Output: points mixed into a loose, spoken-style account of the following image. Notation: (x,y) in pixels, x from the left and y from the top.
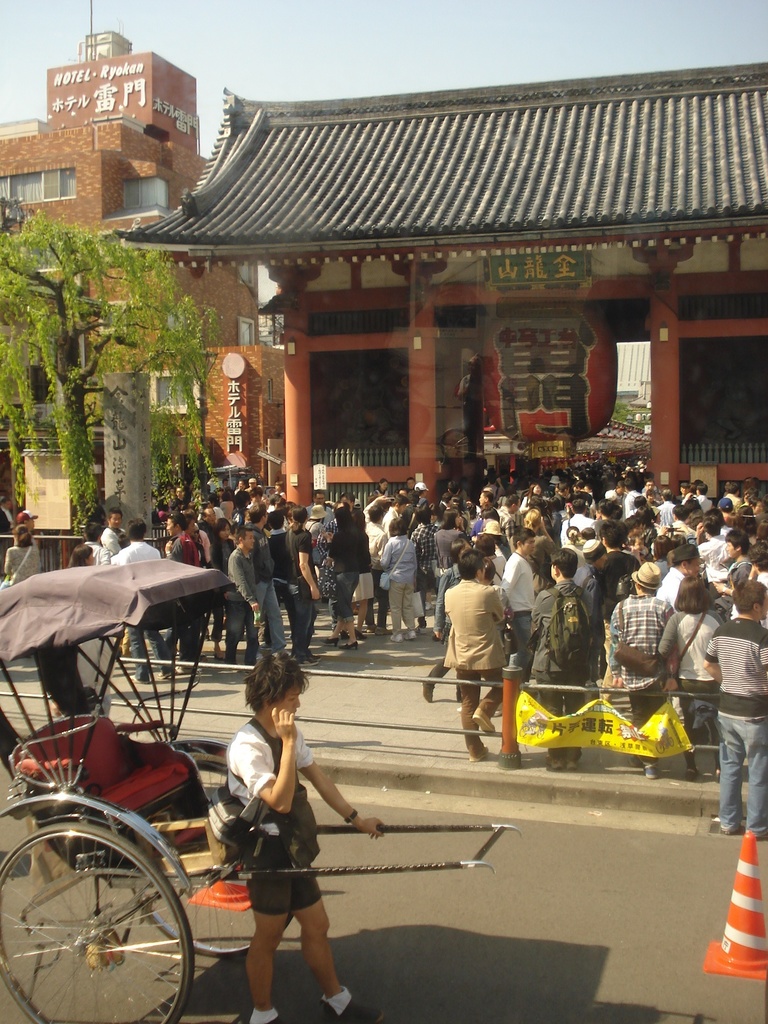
In this picture we can see some people (502,589) are standing, on the left side (176,780) there is a rickshaw (148,754) and a tree (112,322), at the right bottom (737,922) there is a traffic cone (762,933), we can see a banner (600,737) in the middle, in the background (560,348) there are buildings (445,255), we can see the sky (319,33) at the top of the picture (348,35).
